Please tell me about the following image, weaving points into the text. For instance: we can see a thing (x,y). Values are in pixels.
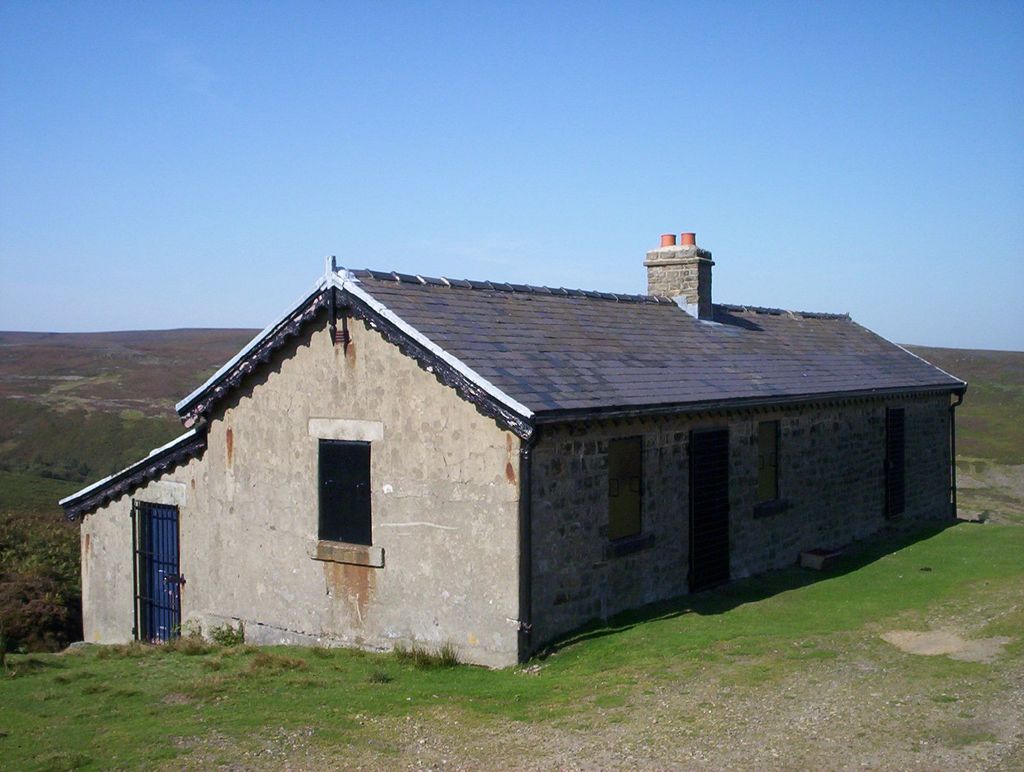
In this picture I can see a house (845,367), there is grass (627,668), and in the background (466,276) there is the sky (476,211).
